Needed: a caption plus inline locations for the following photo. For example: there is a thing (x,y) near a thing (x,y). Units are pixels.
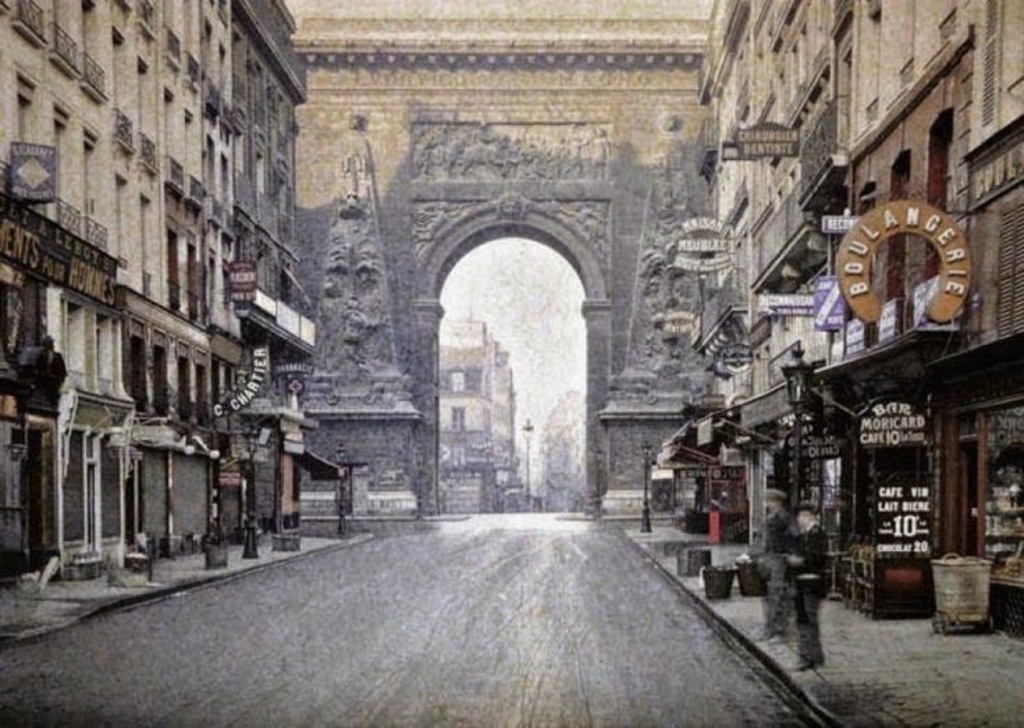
In this image we can see some buildings (216,286) and there is a road (223,721) in the middle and we can see two persons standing on the sidewalk (896,687). We can see an arch (494,24) with some sculptures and there are few street lights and we can see some boards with text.
